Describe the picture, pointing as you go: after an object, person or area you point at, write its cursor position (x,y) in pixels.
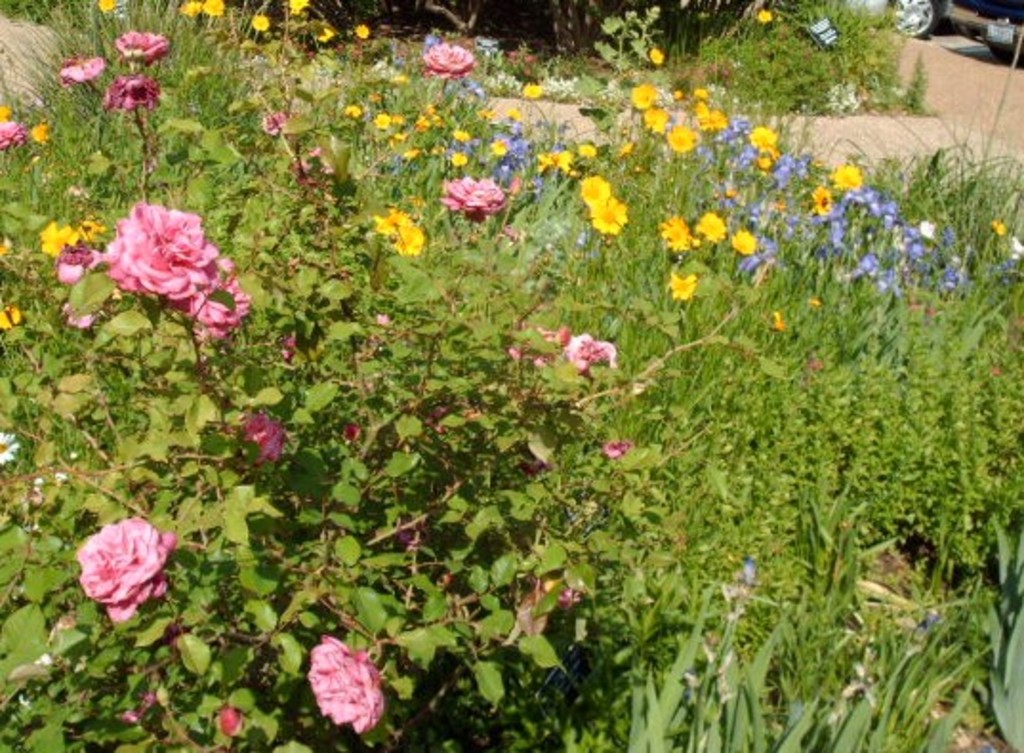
In the center of the image (348,258) we can see plants (544,399) and there are flowers (226,263) to it. In the background (943,94) there is a road (927,119) and we can see grass (805,695).
